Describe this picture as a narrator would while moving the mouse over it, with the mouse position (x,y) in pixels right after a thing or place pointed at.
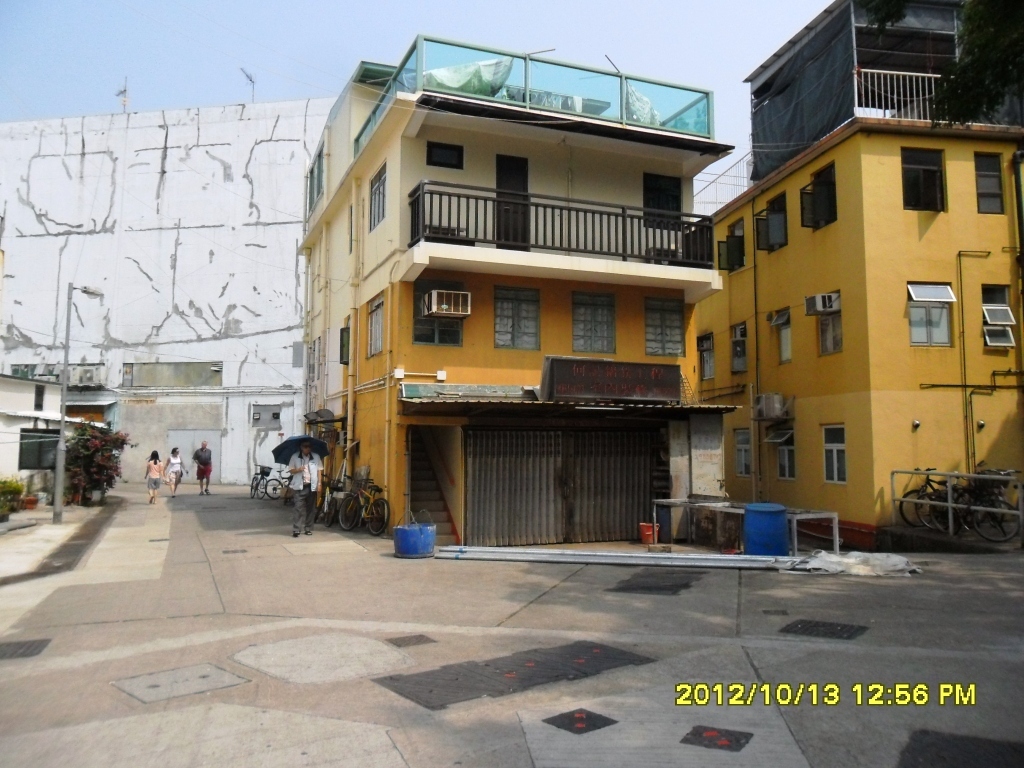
In this image I can see group of people (307,519) walking. In front (313,532) the person (300,504) is holding an umbrella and I can see few buildings (421,360) in yellow, cream and white color. I can also see a drum (776,532) in blue color, background (60,80) the sky (217,69) is in white color.
